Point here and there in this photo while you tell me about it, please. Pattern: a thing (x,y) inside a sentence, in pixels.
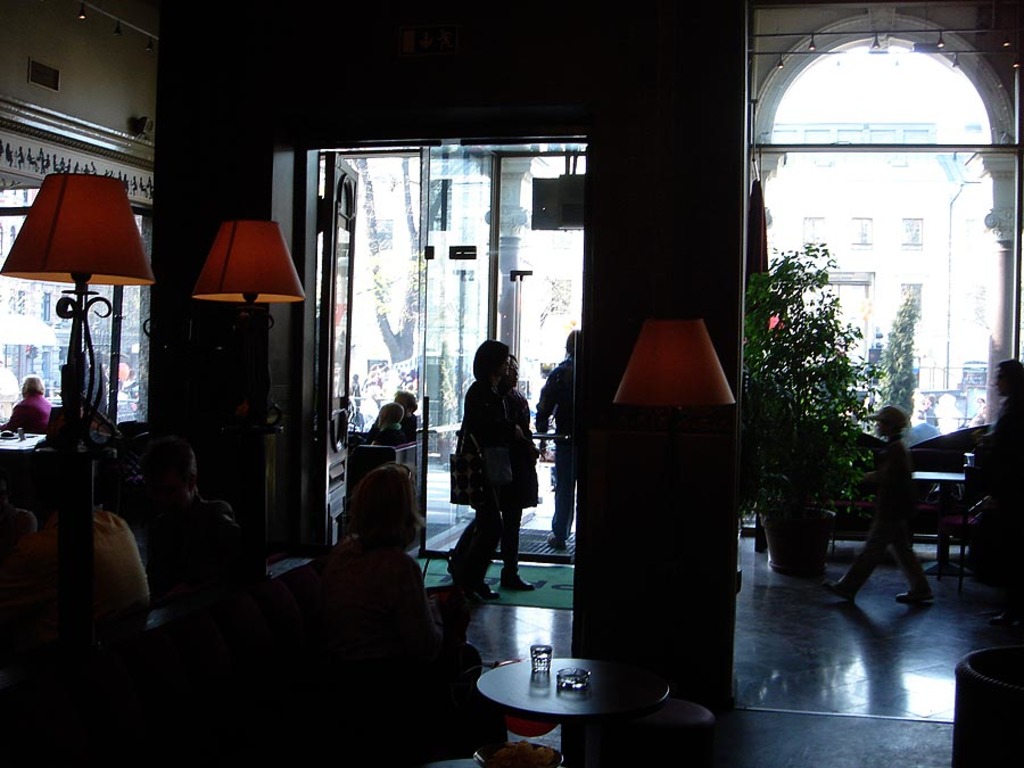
There are lamps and people (409,592) sitting around the tables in the foreground area (123,581), there are plants (823,296) and glass doors (538,264) behind them. There are buildings (525,330), trees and people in the background area (551,254) outside the doors (509,213).
